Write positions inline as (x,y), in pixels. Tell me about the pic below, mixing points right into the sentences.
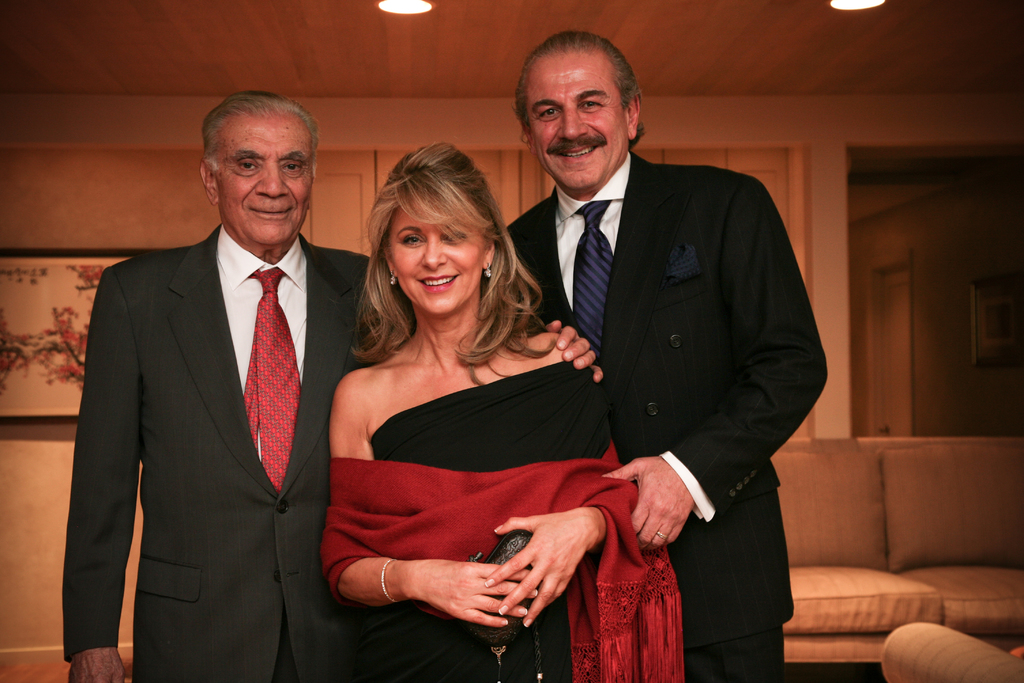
Here we can see two men (323,465) and a woman (467,382) posing to a camera and they are smiling. There is a sofa (882,571). In the background (868,284) we can see a frame (80,327), lights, and wall (99,195).
